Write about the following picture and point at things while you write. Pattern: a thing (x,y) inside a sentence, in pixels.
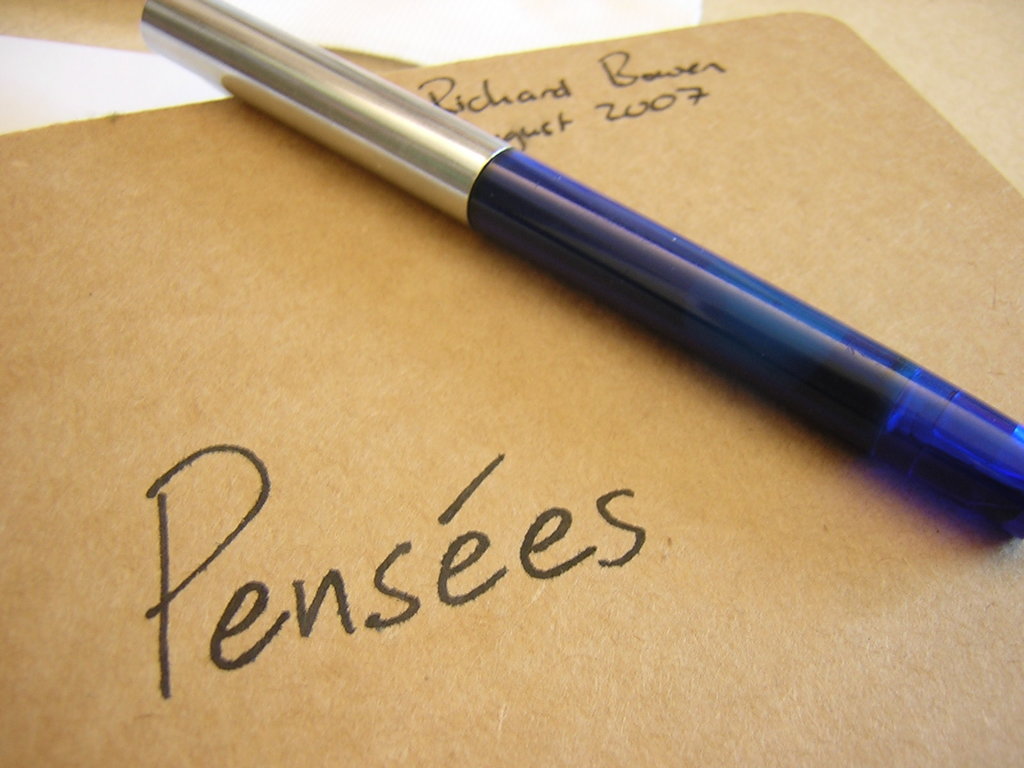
In this picture we can see a writing pad (492,287) in the front (570,87), there is some text (536,528) and a pen (791,405) present on this pad (634,101), we can see a paper (441,36) at the top of the picture (467,38).
